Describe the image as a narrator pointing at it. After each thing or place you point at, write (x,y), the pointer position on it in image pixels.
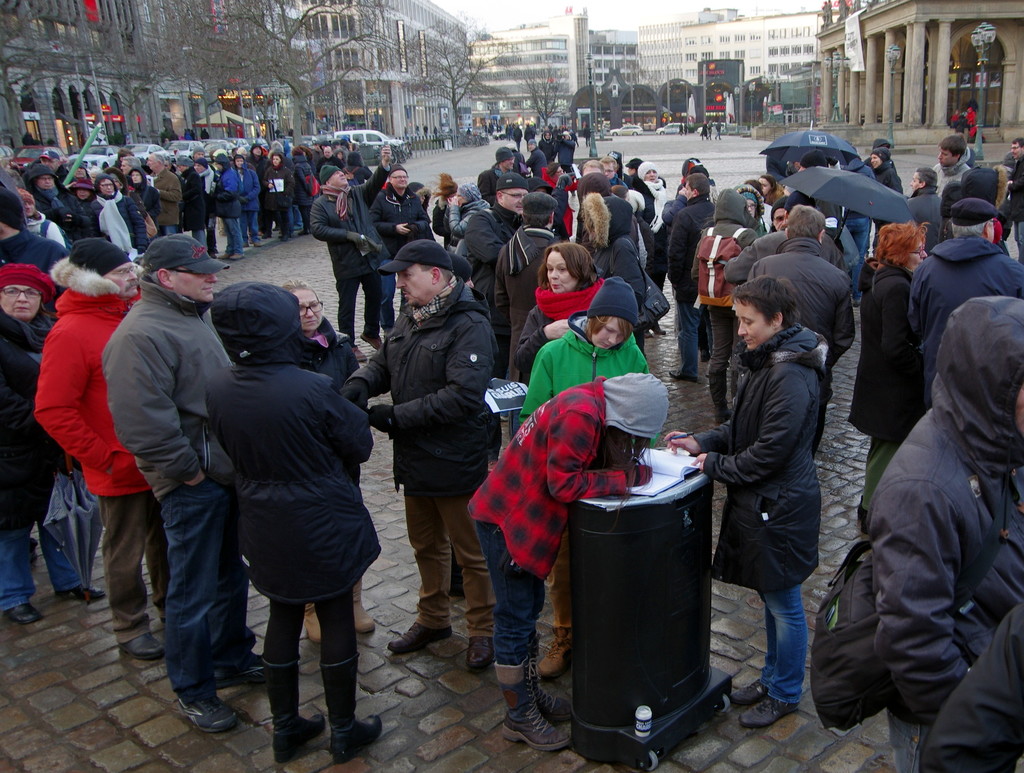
In this image there are so many people (480,277) who are standing on the floor (399,612) and talking with each other. In the background (660,39) there are so many buildings (643,110). There are few vehicles (626,128) on the road (651,137). There are trees (250,66) on the left side (229,63) top. There are few poles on the footpath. In the middle (604,503) there is a woman (599,484) who is writing in the book (651,481) which is on the table (640,595).
